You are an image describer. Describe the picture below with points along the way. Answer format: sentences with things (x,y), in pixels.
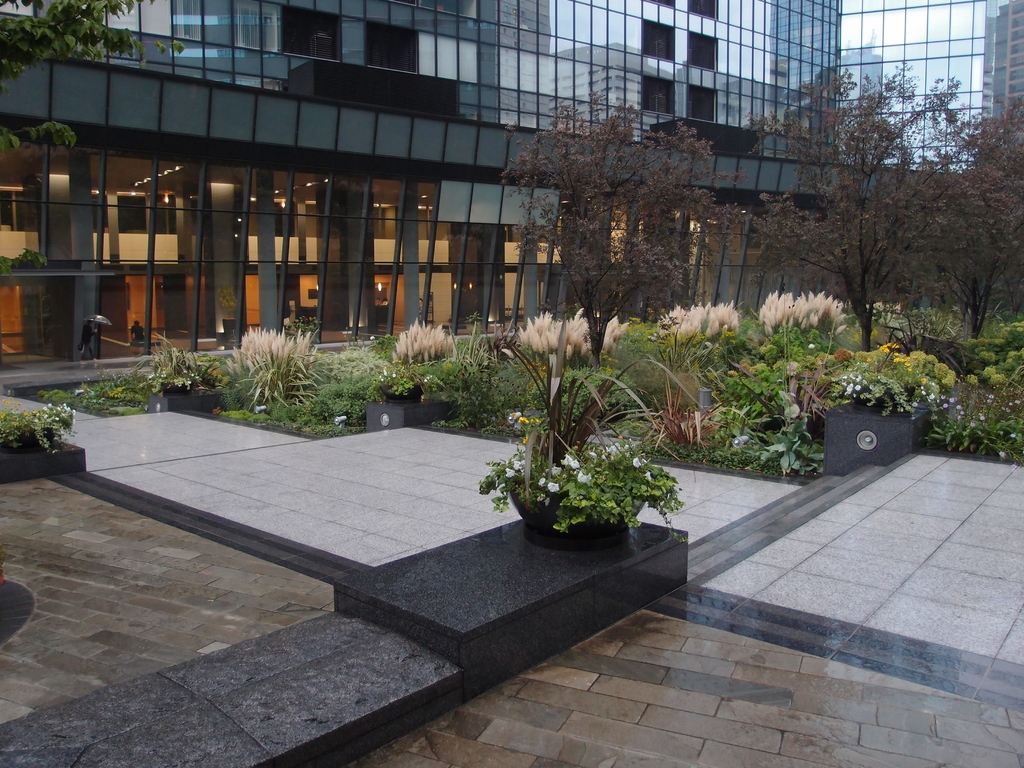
This image is taken outdoors. At the bottom of the image (595,682) there is a floor (151,544). In the background (518,63) there is a building (531,64) with walls (368,133), windows (535,101) and glass doors (14,296). In the middle of the image (587,327) there are a few trees (958,257) and plants (363,377) on the ground (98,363) and there are a few plants (561,476) in the pots (566,493).
